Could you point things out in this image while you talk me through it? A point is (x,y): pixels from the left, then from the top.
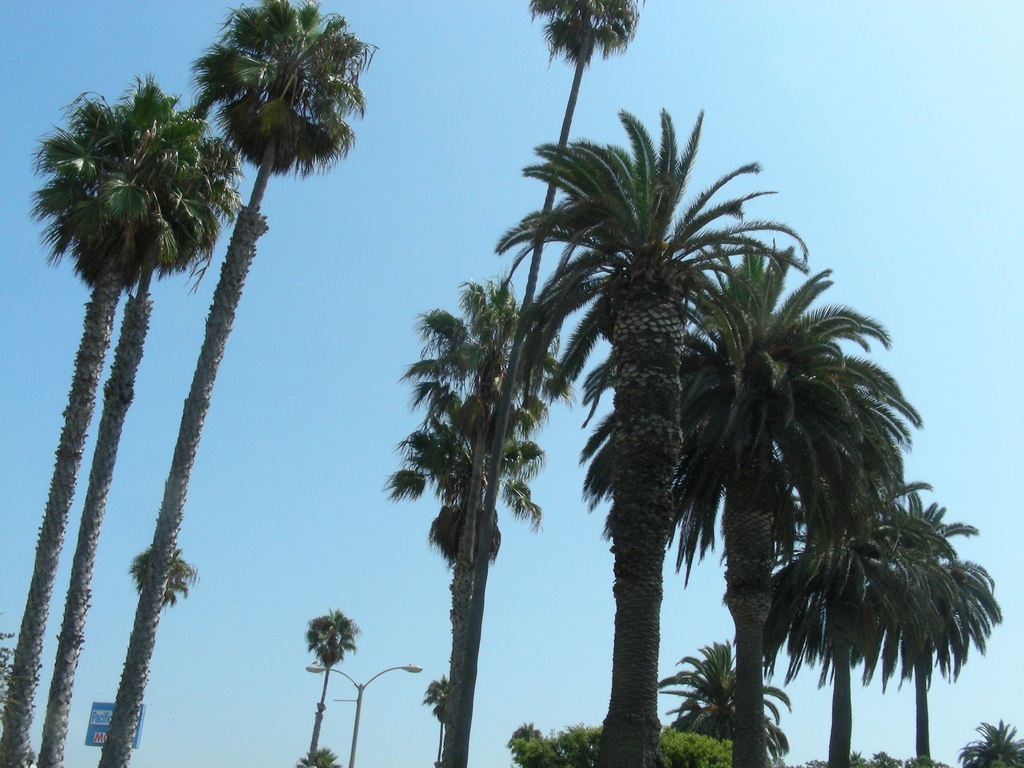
In this image there are trees (849,504), pole (355,701), in the background (263,421) there is blue sky (941,98).
